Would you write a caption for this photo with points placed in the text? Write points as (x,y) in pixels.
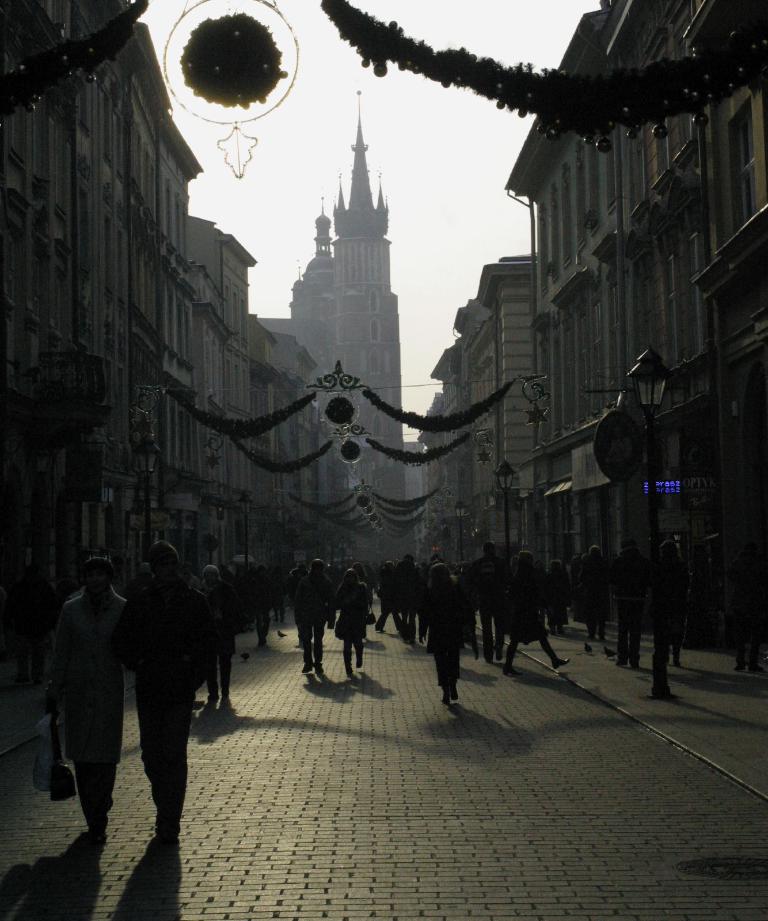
In this image we can see these people (93,834) are walking on the road (219,894). Here we can see light poles (651,466), boards (191,501), buildings (59,562) on either side, some decorative items (397,451) and the sky (440,96) in the background (498,229).
